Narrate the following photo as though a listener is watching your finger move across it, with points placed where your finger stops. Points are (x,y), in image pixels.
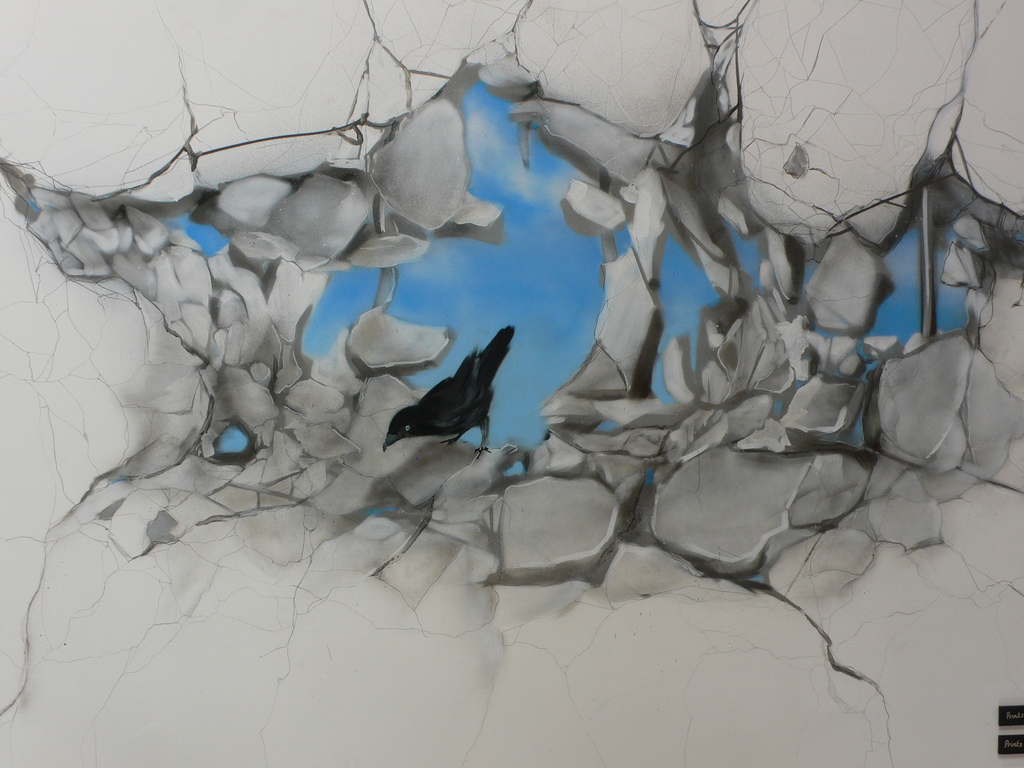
This image consists of a bird (479,376) in the middle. There is the sky (540,406) in the middle (458,322). Bird (461,376) is in black color.
